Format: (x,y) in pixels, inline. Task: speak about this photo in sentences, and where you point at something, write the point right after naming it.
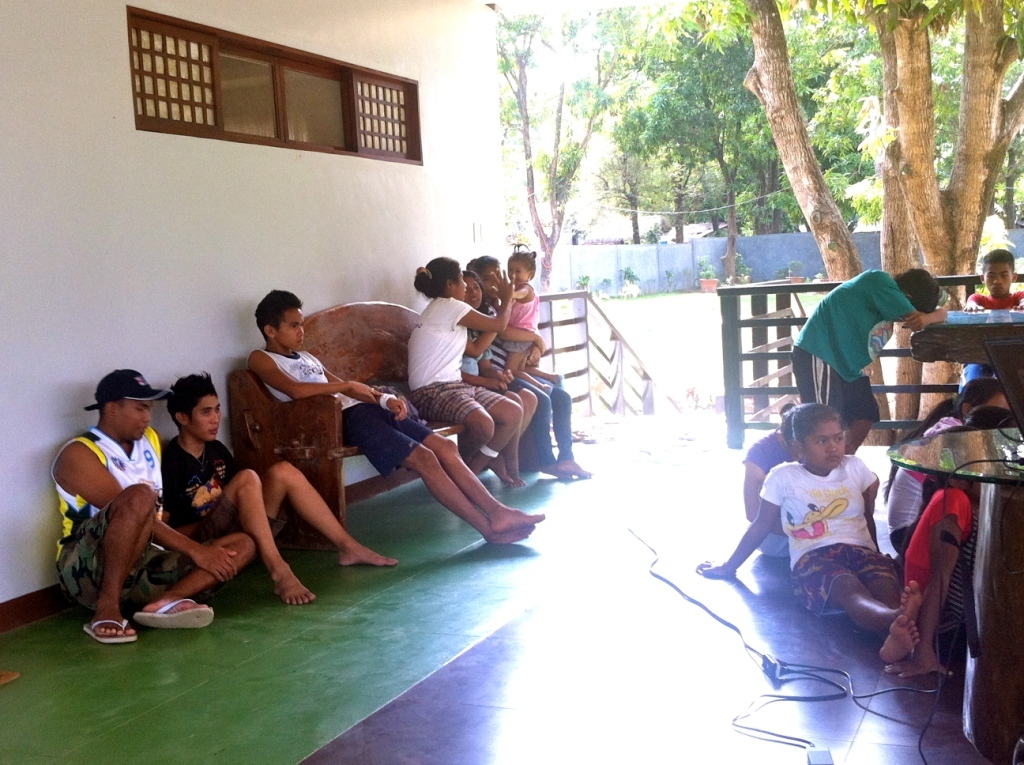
In the image I can see a place where we have some people (188,449) who are sitting on the ground (44,681) and some other people (473,349) who are sitting on the bench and also I can see a table (1023,476) and some trees (1019,136) and plants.
